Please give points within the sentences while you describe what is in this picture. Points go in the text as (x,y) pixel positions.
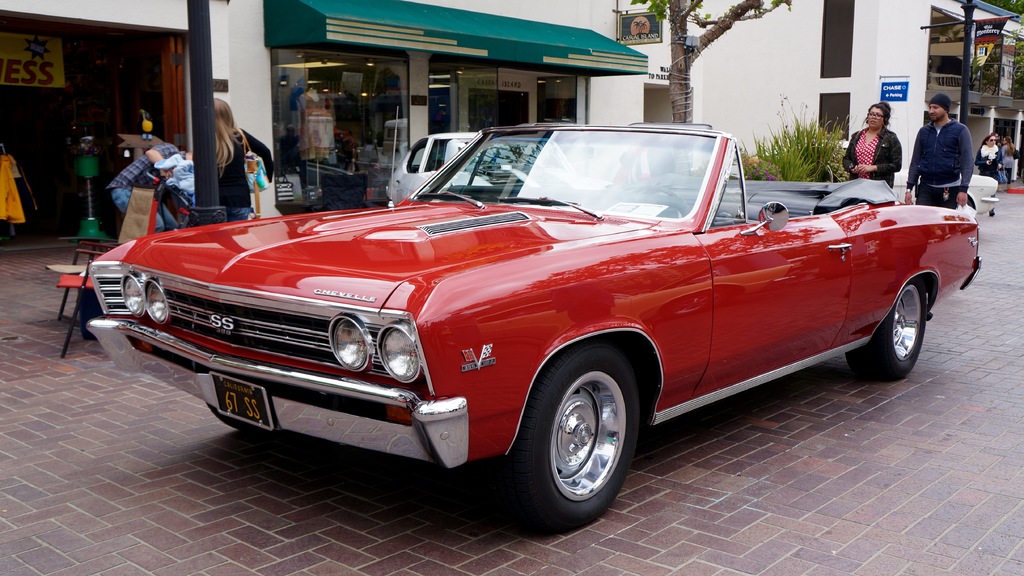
In this image, we can see vehicles (750,319) on the road (799,394) and in the background (393,129), there are people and we can see buildings (555,69), poles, boards (20,63) and there is a chair (126,225) and some other objects (163,179) and a flag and some plants (790,140).
